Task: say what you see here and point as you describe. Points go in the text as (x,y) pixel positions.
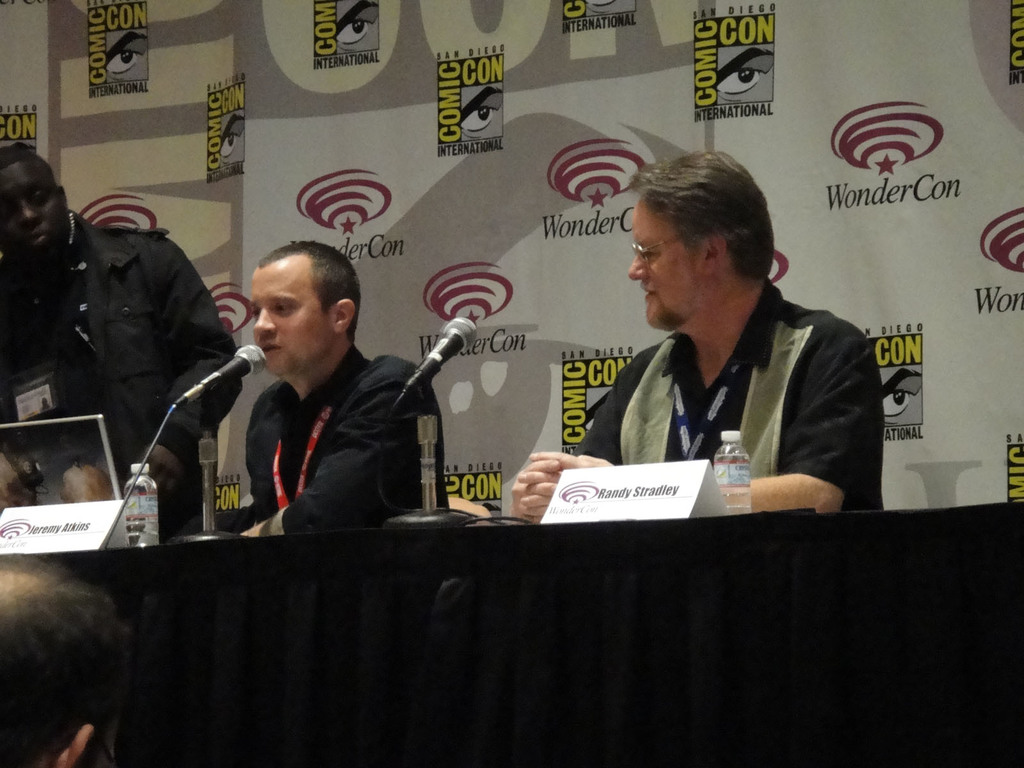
In this image there are two men (297,383) sitting in the chairs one beside the other. In front of them there is a table (351,588) on which there are two mics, bottles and name boards (569,471). In the background (490,128) there is a banner (355,149). On the left side (79,275) there is another person (76,286) standing beside them. On the left side (54,693) bottom there is another person's head (34,682).
